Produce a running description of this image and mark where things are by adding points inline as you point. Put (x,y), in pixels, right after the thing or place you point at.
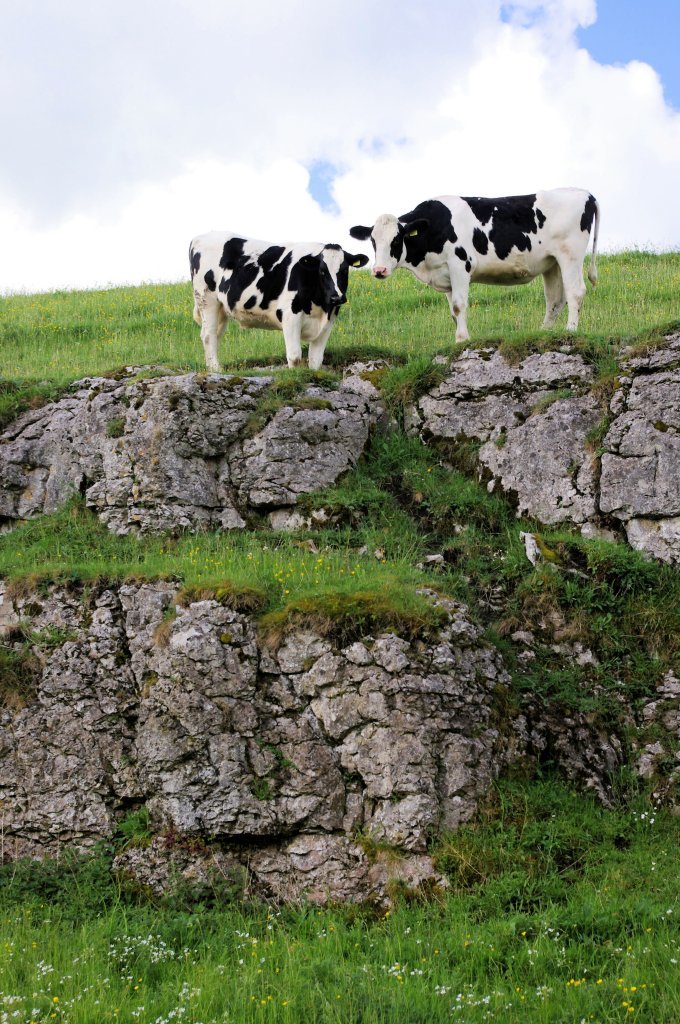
In the image I can see two cows (326,256) are standing on the ground (350,320). In the background (254,352) I can see the grass (165,324) and the sky (251,140).
